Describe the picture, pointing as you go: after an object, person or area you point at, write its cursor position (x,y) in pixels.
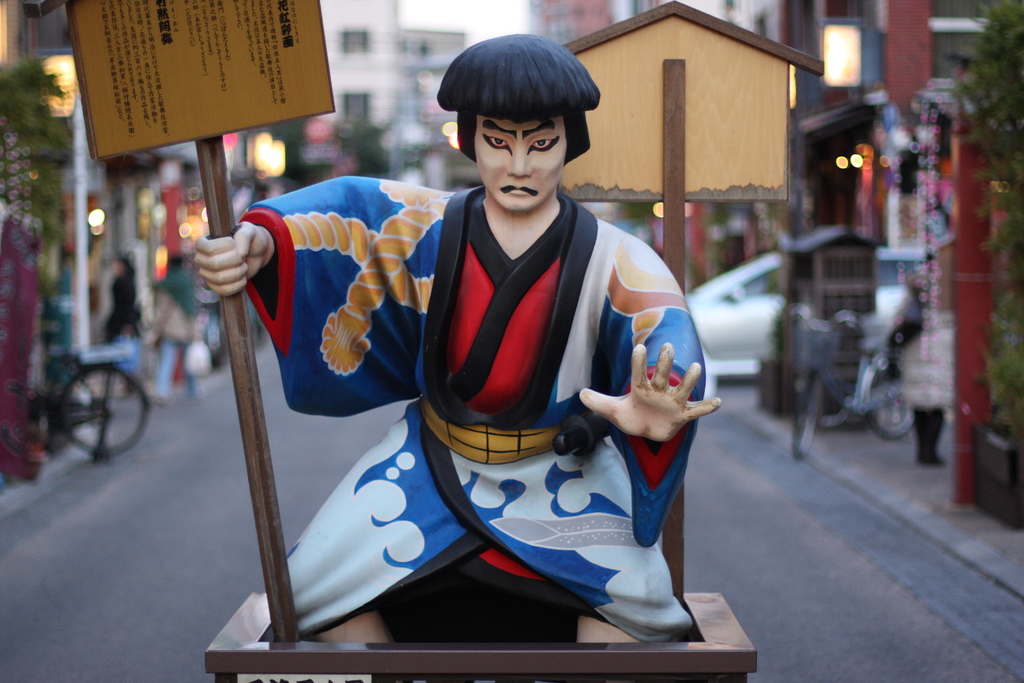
This statue (512,145) is holding a board (212,136) with pole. Background (923,336) it is blur. We can see a board (635,163), buildings (151,278), people (172,278), lights (163,272), plants (23,107) and vehicles (94,373).
